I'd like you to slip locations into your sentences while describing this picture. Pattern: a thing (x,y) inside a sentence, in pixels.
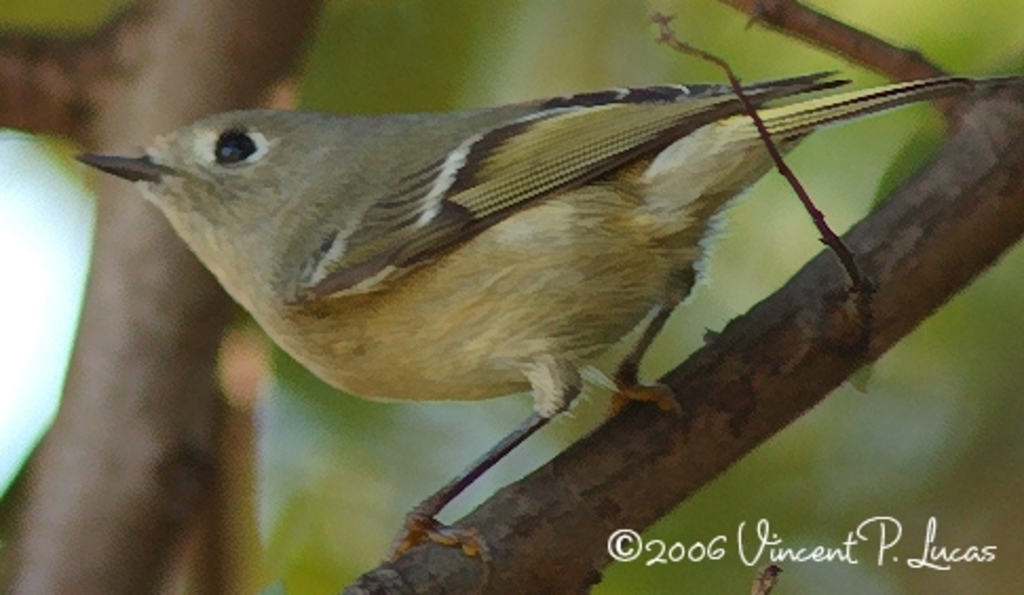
In the image there is a bird (524,240) standing on a branch (759,381) of a tree (99,262) and the background (565,43) is blurry.
